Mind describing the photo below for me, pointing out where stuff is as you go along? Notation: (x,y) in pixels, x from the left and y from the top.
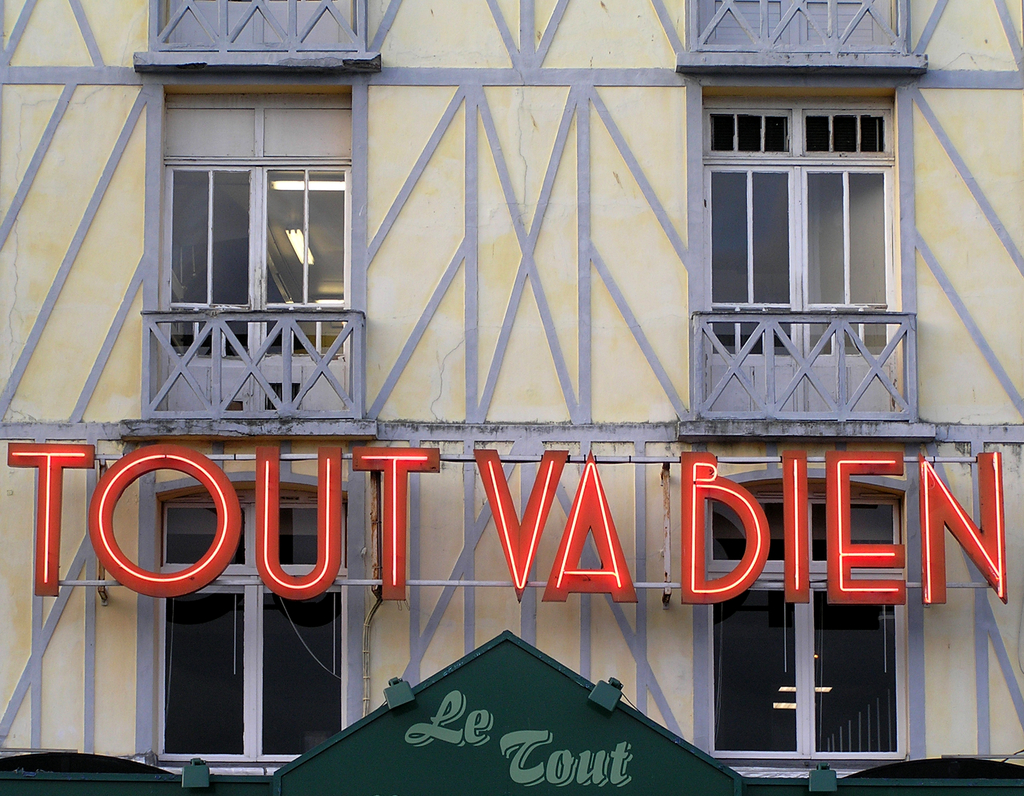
Here in this picture we can see a building (199,162) with number of windows (214,220) present over a place and we can see lights (323,182) present on the roof (316,212) and in the front (385,567) we can see a hoarding (277,597) present.
